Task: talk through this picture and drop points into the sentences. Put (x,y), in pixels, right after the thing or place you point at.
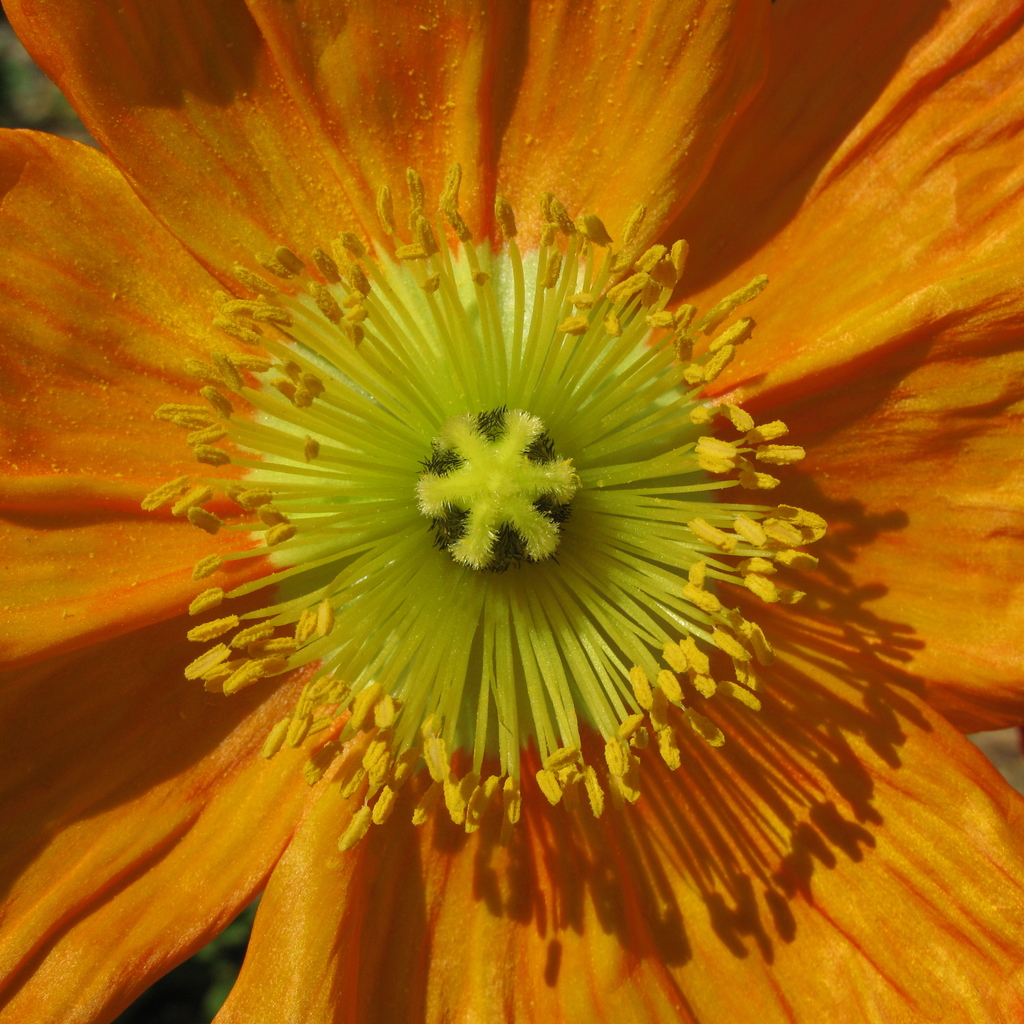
This picture contains flower (348,715) and this flower (636,711) is in orange color.
